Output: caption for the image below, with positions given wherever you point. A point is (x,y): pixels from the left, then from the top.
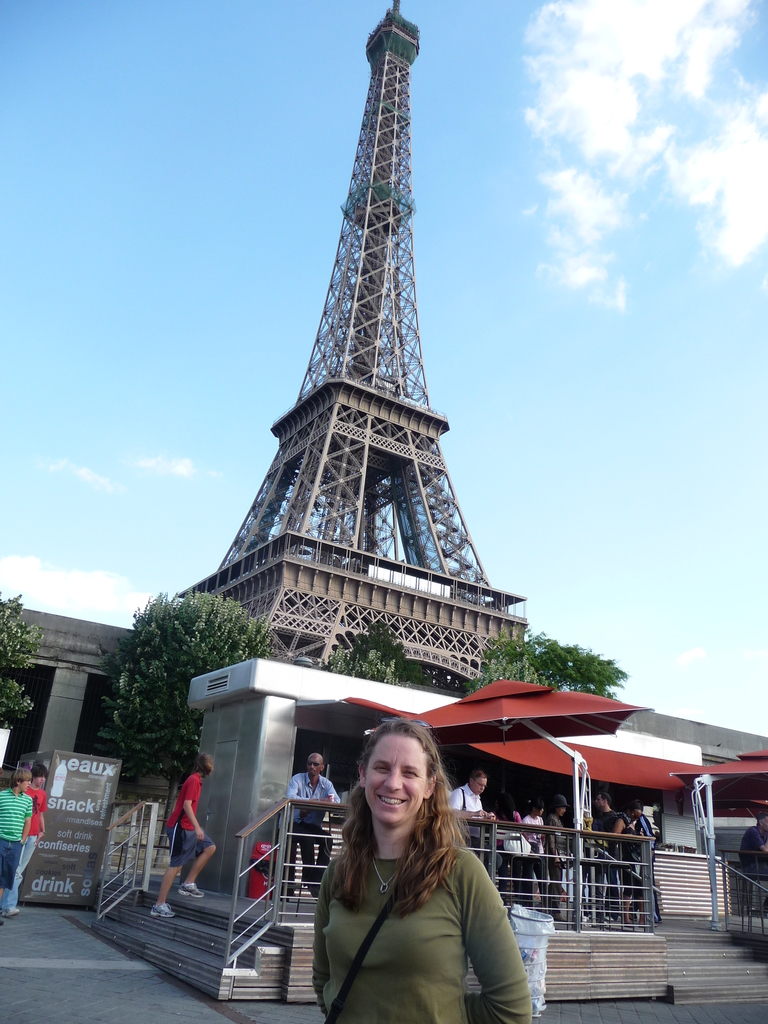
In the foreground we can see a woman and she is smiling. Here we can see a few people (602,887). In the background (349,482), we can see the Eiffel tower (441,500). Here we can see the trees (369,657). This is a sky (508,427) with clouds (621,216).
